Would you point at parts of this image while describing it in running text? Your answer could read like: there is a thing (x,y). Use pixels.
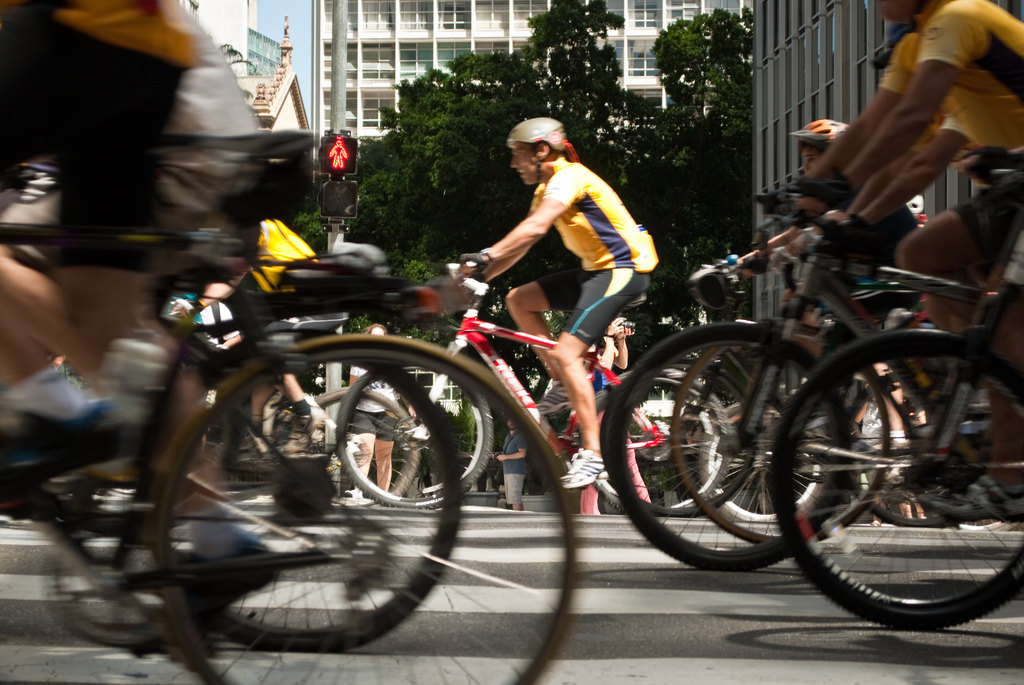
people (987,256) are riding bicycles (647,504) on the road (700,606). behind them there are trees (497,103) and buildings (824,59).
